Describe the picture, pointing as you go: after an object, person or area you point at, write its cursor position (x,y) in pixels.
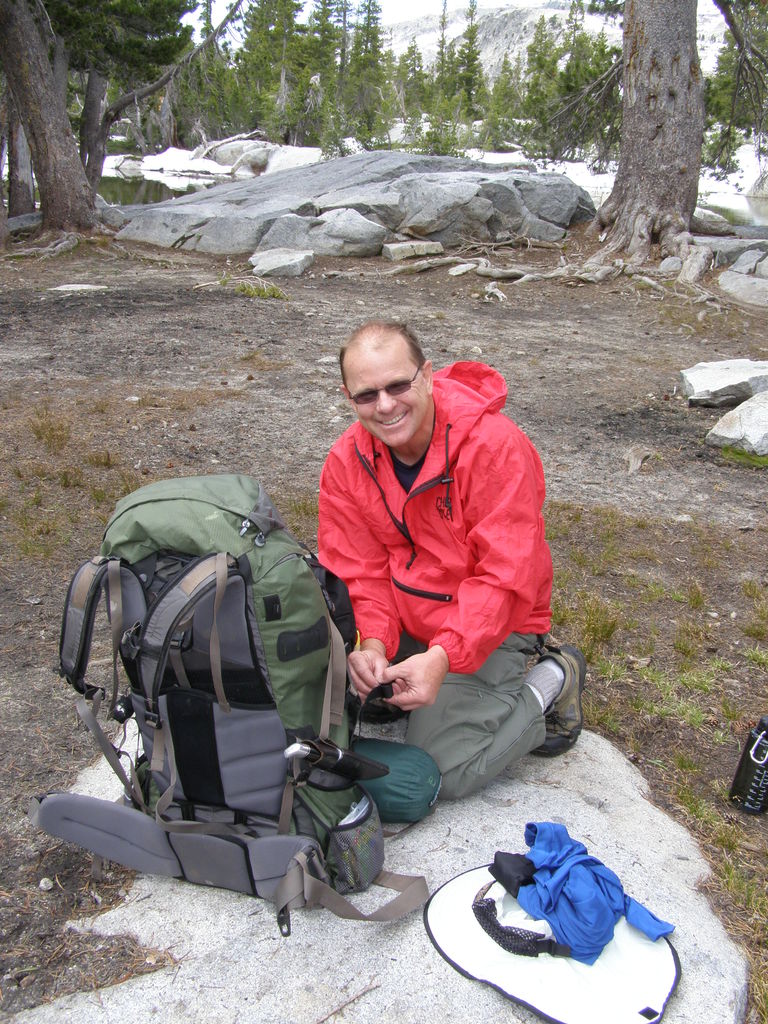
In the image we can see there is a man (512,689) who is sitting and in front of him there is a travel backpack (257,738) and he is wearing red colour jacket (426,564). At the back (350,22) there are lot of trees (448,89).
